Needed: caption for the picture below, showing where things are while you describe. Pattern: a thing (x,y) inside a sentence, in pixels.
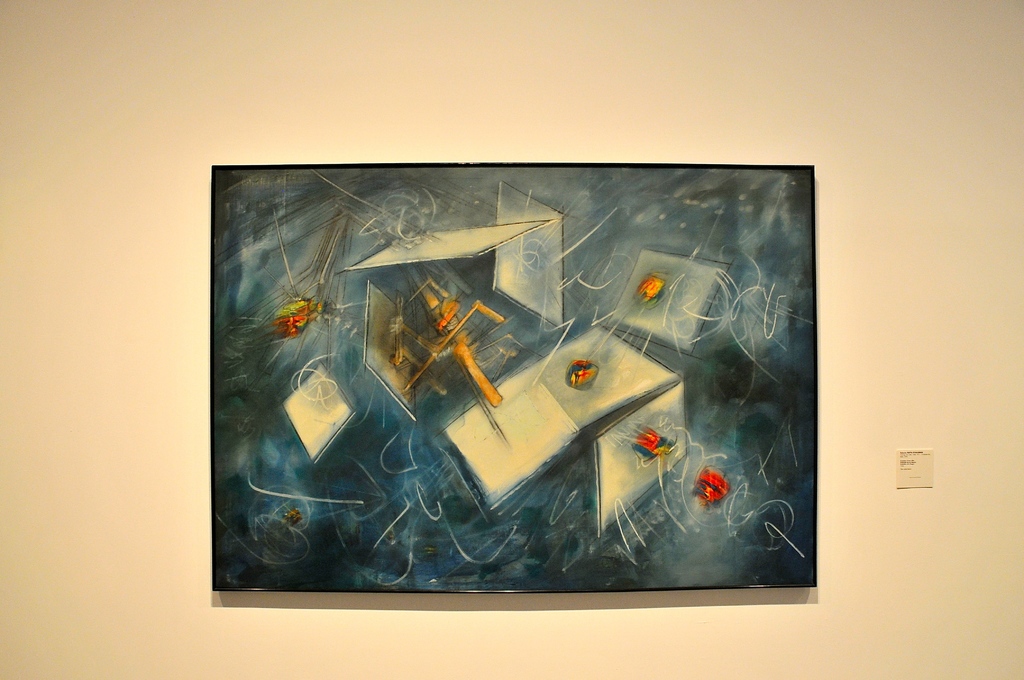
In the center of the picture (402,432) there is a painting (495,371), on the wall (210,125). The wall (216,154) is painted in white color.
